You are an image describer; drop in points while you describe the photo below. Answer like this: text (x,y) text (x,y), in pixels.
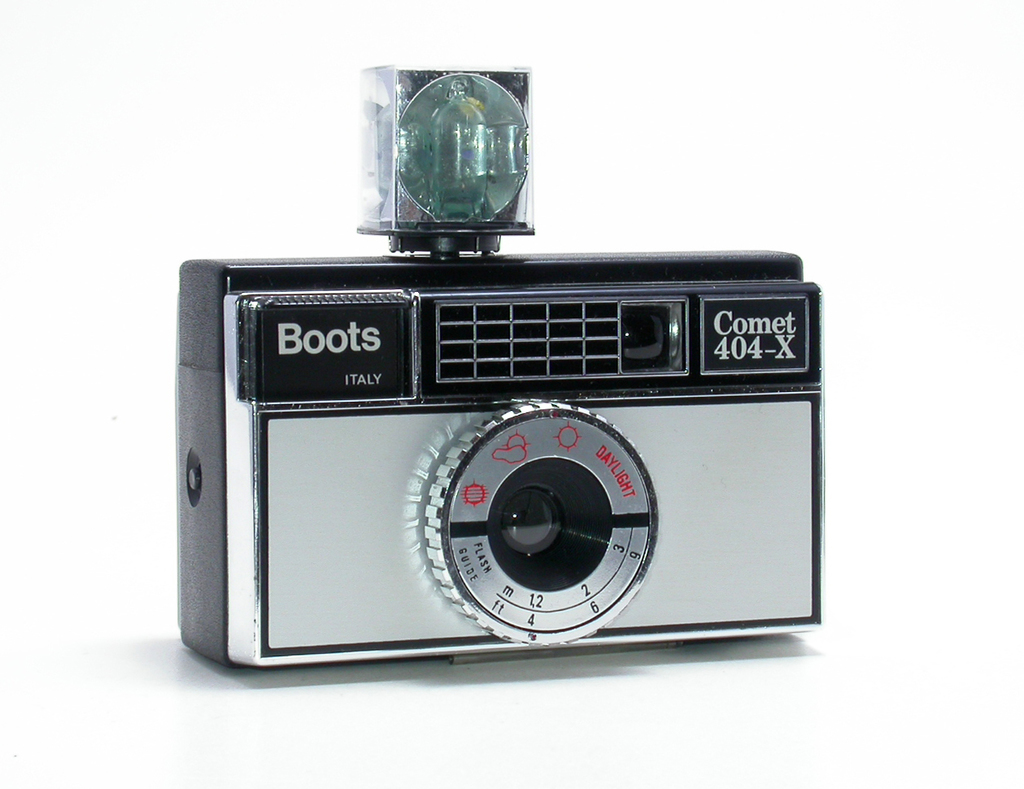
In the image in the center (502,329) we can see one camera (373,351). On camera (610,371), it is written as "Boots Italy".
